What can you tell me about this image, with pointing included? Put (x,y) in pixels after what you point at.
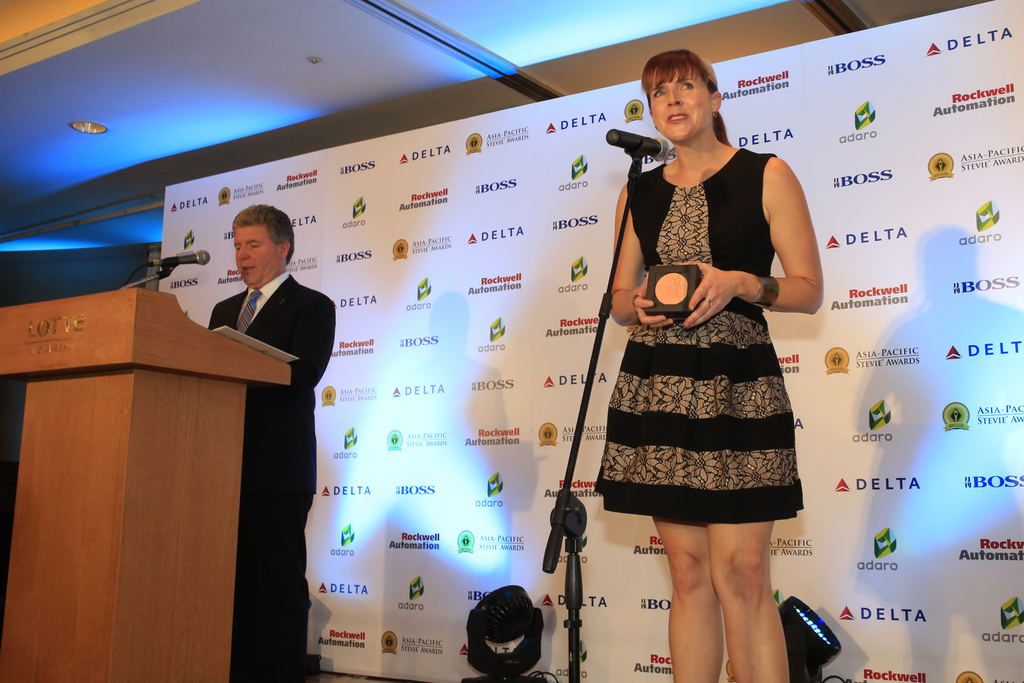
In this picture we can observe two members (648,450). One of them is a man (302,346) wearing a coat (250,326). He is standing in front of a podium (89,493) and the other is a woman (635,290) wearing black color dress (665,207) and standing in front of a mic (642,141) and a stand (569,468). Behind them there is a poster (476,289) which is in white color. We can observe blue color light (106,154) in the background (63,152).
